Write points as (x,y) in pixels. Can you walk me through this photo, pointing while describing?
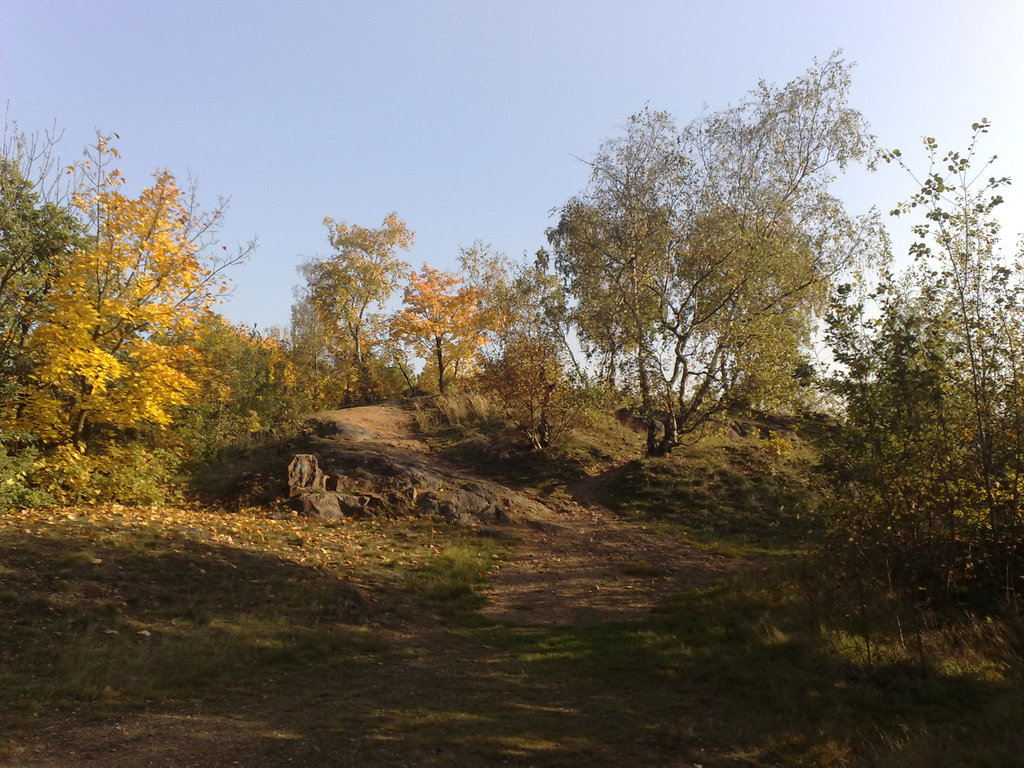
In this image there are rocks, trees (900,546). In the background of the image (630,61) there is sky (423,57). At the bottom of the image (224,539) there is grass (172,587) on the surface (248,594).
